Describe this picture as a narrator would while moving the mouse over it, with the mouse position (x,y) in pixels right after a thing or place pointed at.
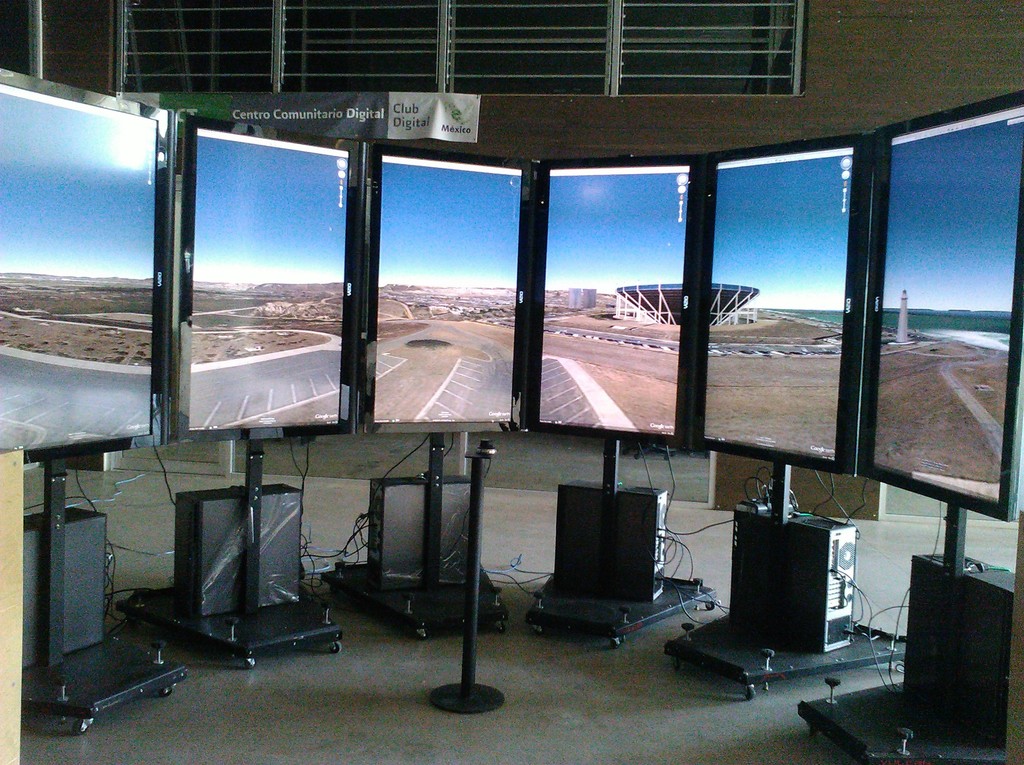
in this picture we can see monitors (85,424) on stands (289,619), electrical devices (567,562), pole (468,645), floor (116,544) and cables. In the background of the image (416,137) we can see banner (433,132), wall (837,52) and windows (525,93).
